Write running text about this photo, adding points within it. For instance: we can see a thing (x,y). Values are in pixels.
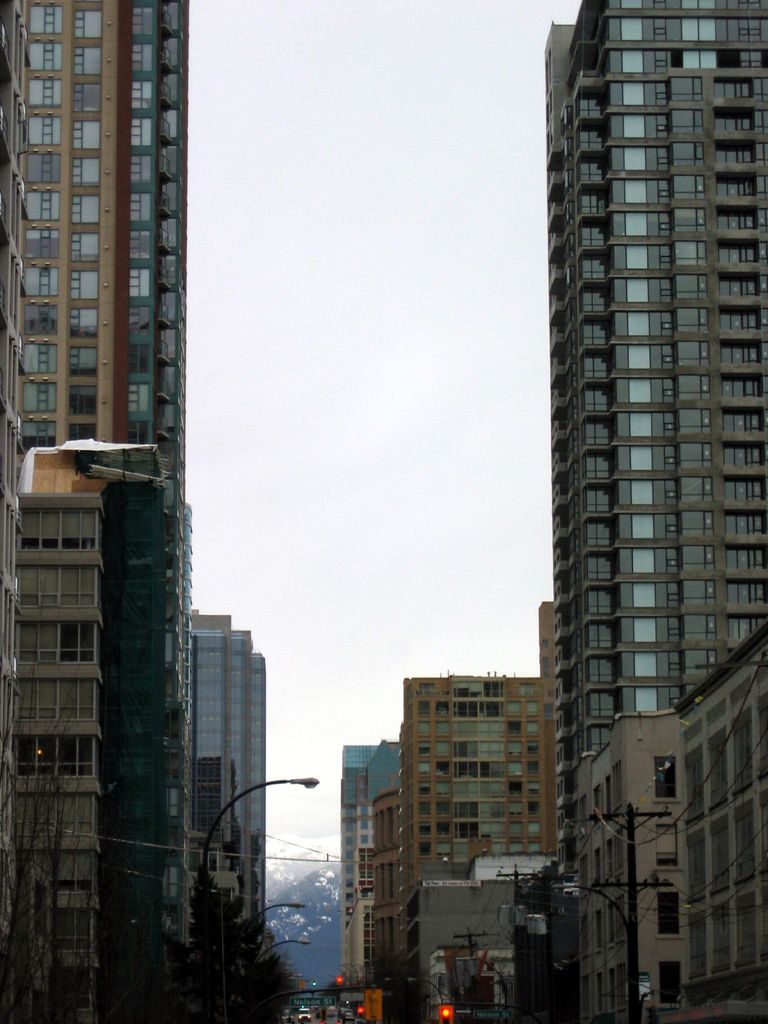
In this image we can see buildings (40,317), windows (40,317), glass doors (172,657) and at the bottom (207,1021) we can see trees (217,1023), street lights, poles (631,815), wires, traffic signal poles (364,1011). In the background (303,857) we can see snow (296,864) on the mountain (298,884) and sky (349,181).
